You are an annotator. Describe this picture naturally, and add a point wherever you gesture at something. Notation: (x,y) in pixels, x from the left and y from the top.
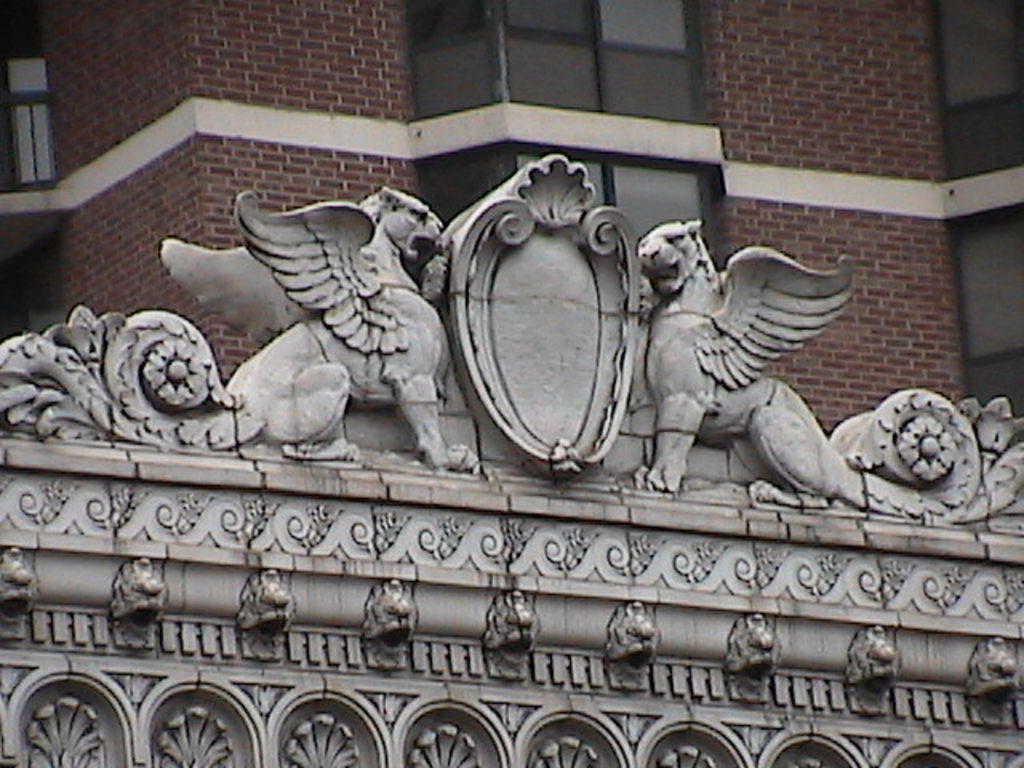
In this picture we can see the stone carving (406,564) and behind the stone carving (384,367) there is a building (345,96) with windows (642,111).
